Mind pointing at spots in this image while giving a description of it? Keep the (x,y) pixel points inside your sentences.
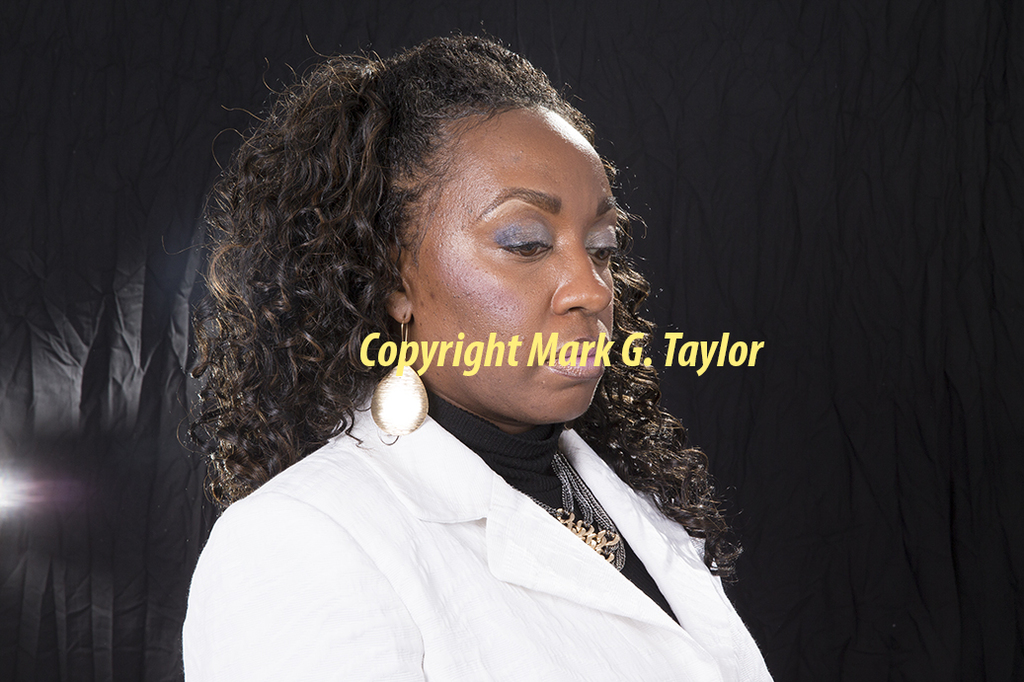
A woman (537,513) is there, she wore white color coat (505,600). In the middle (675,334) there is the text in yellow color.
